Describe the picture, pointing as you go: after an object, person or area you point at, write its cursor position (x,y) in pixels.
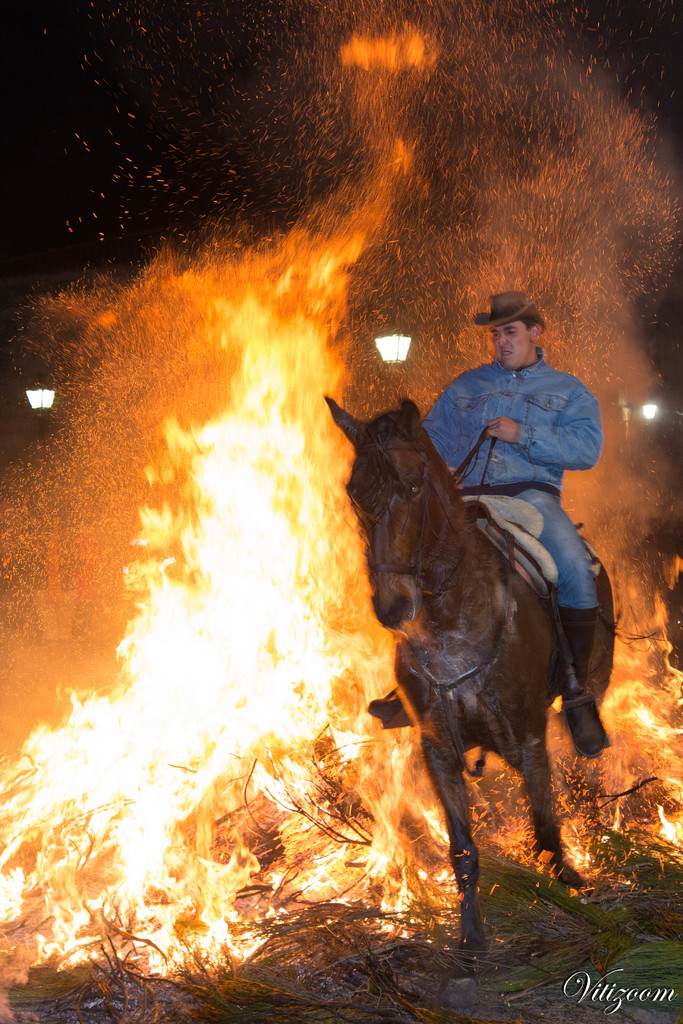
This picture is clicked outside. On the right (524,398) there is a person (517,416) riding a horse (429,664). In the background (228,721) we can see the fire (250,639) and at the bottom right corner (602,979) there is a text (634,993) on the image.
